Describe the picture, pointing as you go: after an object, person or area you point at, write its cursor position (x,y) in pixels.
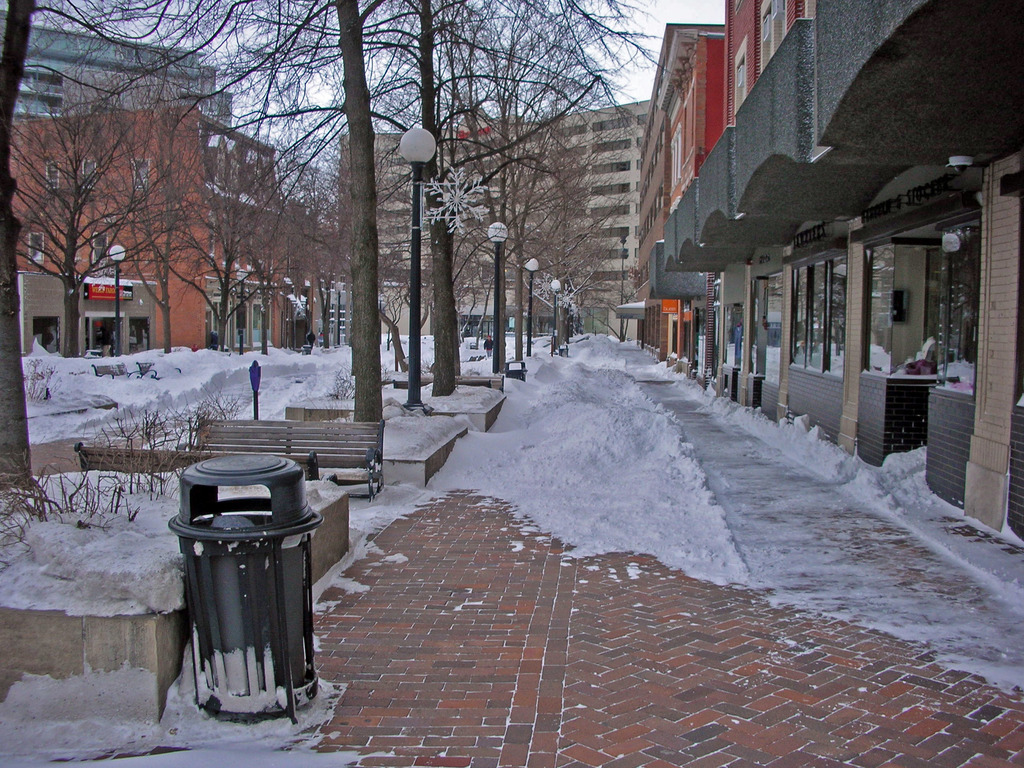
On the right side of the image (937,122) there is a building (948,214) with walls (916,181) and glasses (879,328). In front of the building (838,398) on the footpath (677,376) there is snow (659,448). In front of the image there is a bin (264,538). Behind the bin (259,619) there are benches (239,428). In the image there are many trees (229,276) and also there is snow (241,356) on the ground (264,362). Behind the trees (430,274) there are buildings (255,338).
